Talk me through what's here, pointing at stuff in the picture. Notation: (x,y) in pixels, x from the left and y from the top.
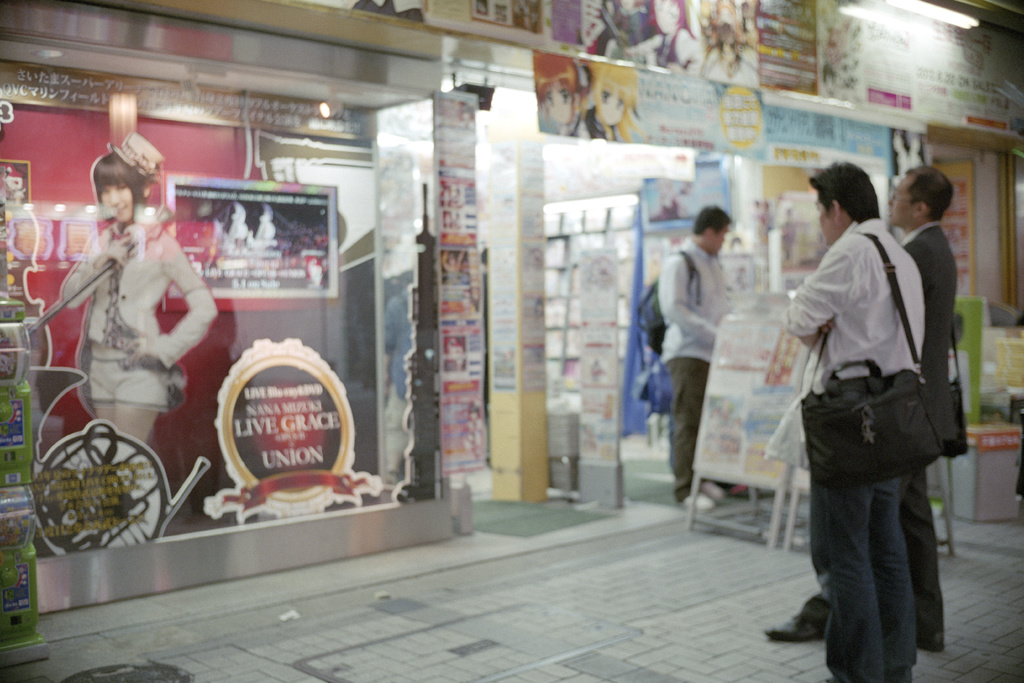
The picture is taken outside a building (974,262). Two persons (835,333) are standing here. Another person (698,265) is here. This is looking like a shop (507,232). There are many hoardings (228,293), banners (626,85) over here. This is a light (927,12).
